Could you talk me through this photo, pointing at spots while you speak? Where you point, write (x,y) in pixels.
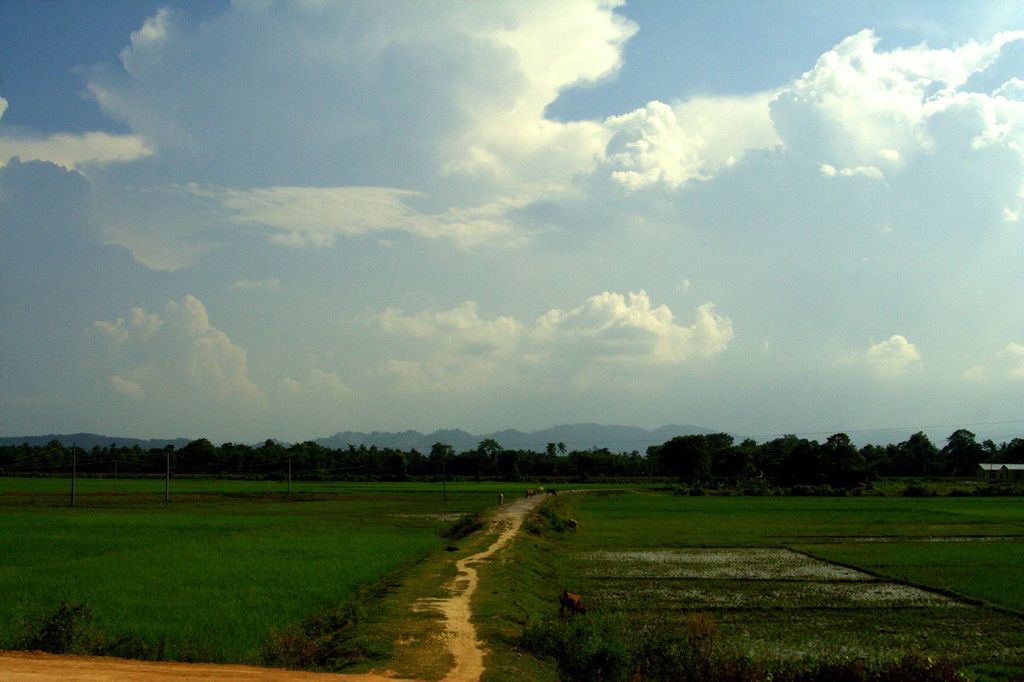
In this image I can see an open grass ground (542,533) and on it I can see number of animals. In the background (186,438) I can see number of poles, number of trees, clouds (681,331) and the sky (992,403). I can also see a path (540,501) in the centre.
